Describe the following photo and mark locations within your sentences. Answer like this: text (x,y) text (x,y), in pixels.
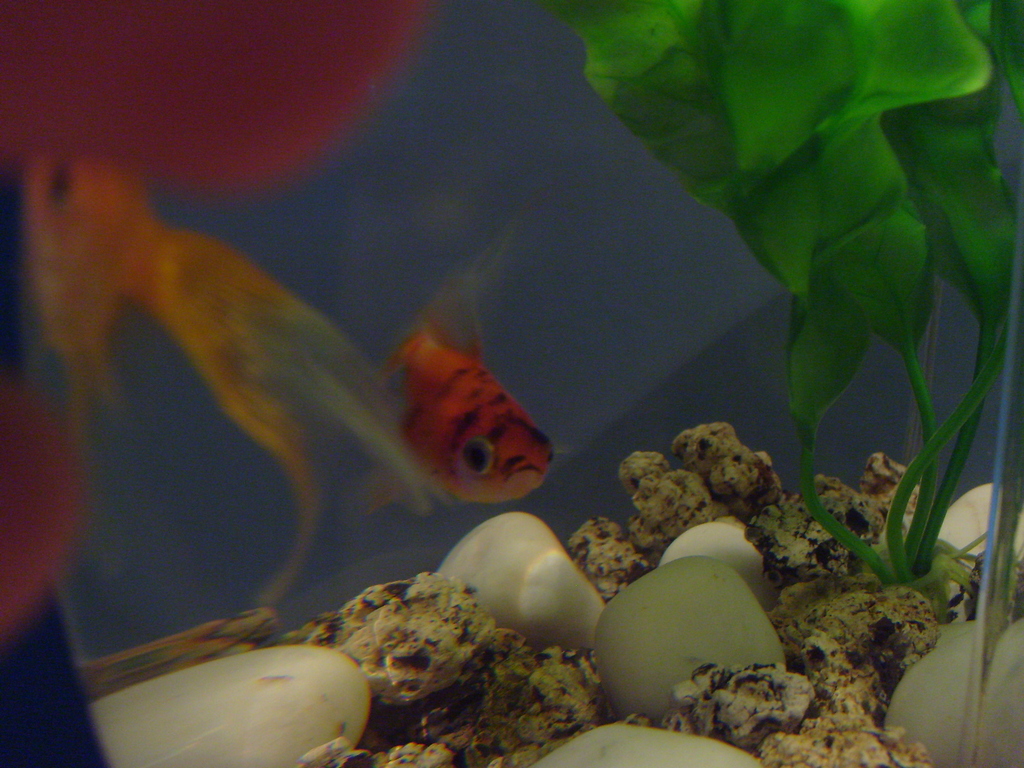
In the foreground of this image (490,442), there is a fish (481,453) in red color in an aquarium (534,358). On bottom (582,727), we see few pebble stones (719,609) and an artificial plants (906,266). On left (72,392) there are few fishes (66,407).
